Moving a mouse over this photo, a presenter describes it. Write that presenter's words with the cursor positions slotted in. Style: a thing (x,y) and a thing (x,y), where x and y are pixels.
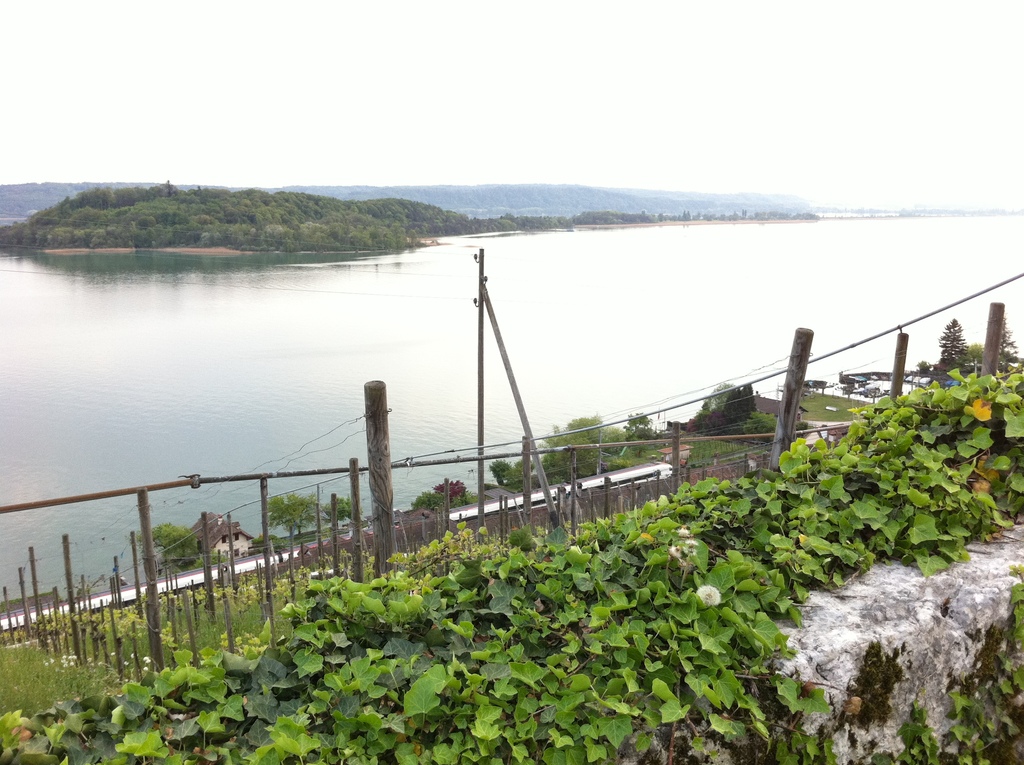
In this picture I can see plants (748,499), wooden poles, there is water (452,389), there are trees (633,217), and in the background (731,67) there is the sky (788,62).
